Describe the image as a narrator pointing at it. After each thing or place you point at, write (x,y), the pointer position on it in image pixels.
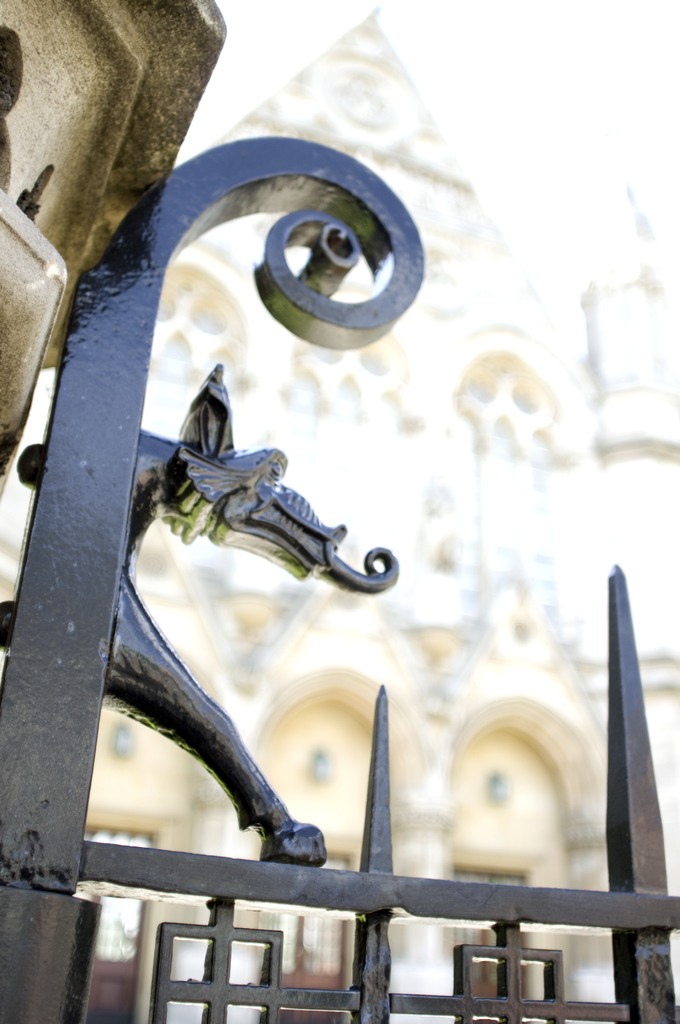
In this image we can see an iron grille (53,798). On the left side (3,285) top of the image (87,219) there is a wall (95,221). In the background of the image (391,509) there is a building (485,502).
